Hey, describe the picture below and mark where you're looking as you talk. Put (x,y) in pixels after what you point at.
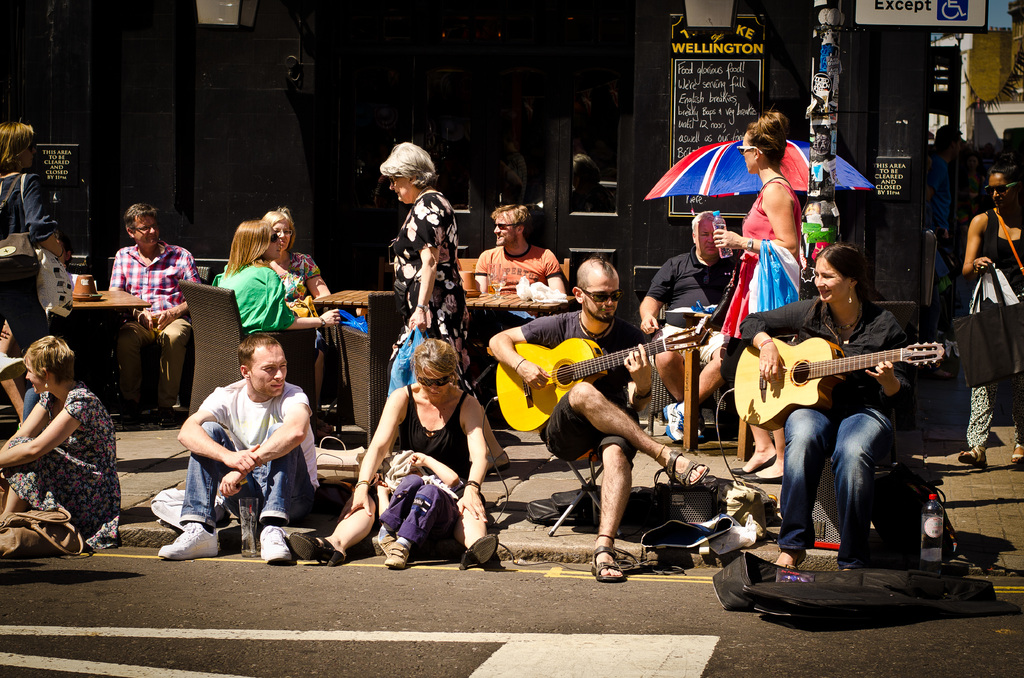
In this image we can see two people (847,465) sitting and playing guitar (767,414). At the bottom (576,619) there is a road (602,613) and we can see people (417,243) sitting and some of them are walking. In the background (677,184) there is a parasol (748,188) and we can see boards (745,116). There is a building (382,152). On the right (819,165) there is a pole (827,180). We can see tables (352,297) and chairs (382,311). There are things (97,292) placed on the tables (498,301). There is an object (822,623).
